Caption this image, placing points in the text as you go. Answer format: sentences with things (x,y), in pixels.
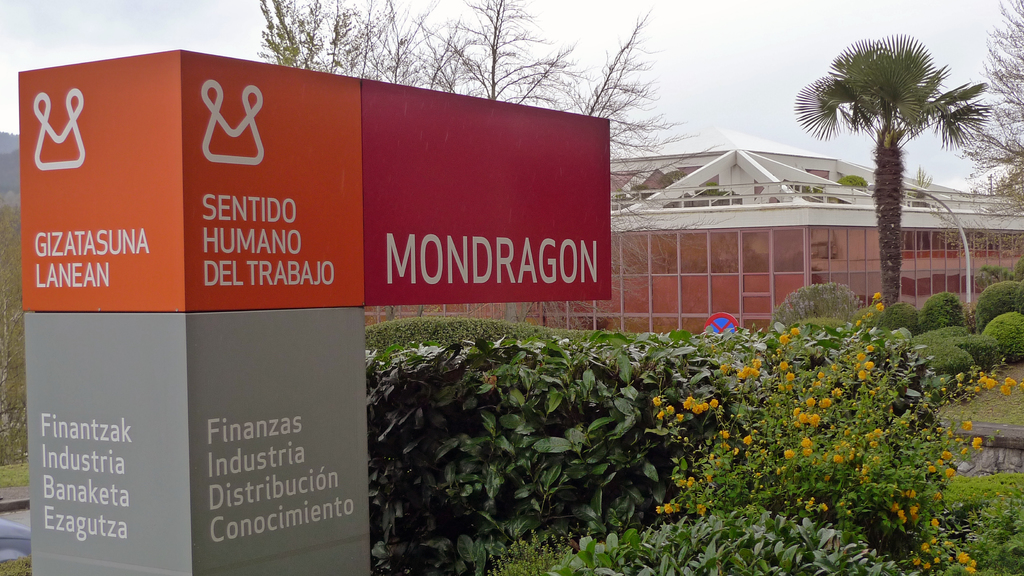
In this image we can see boards (141,280), plants (529,339), flowers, trees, and a building (632,203). In the background (655,89) there is sky (988,56).
